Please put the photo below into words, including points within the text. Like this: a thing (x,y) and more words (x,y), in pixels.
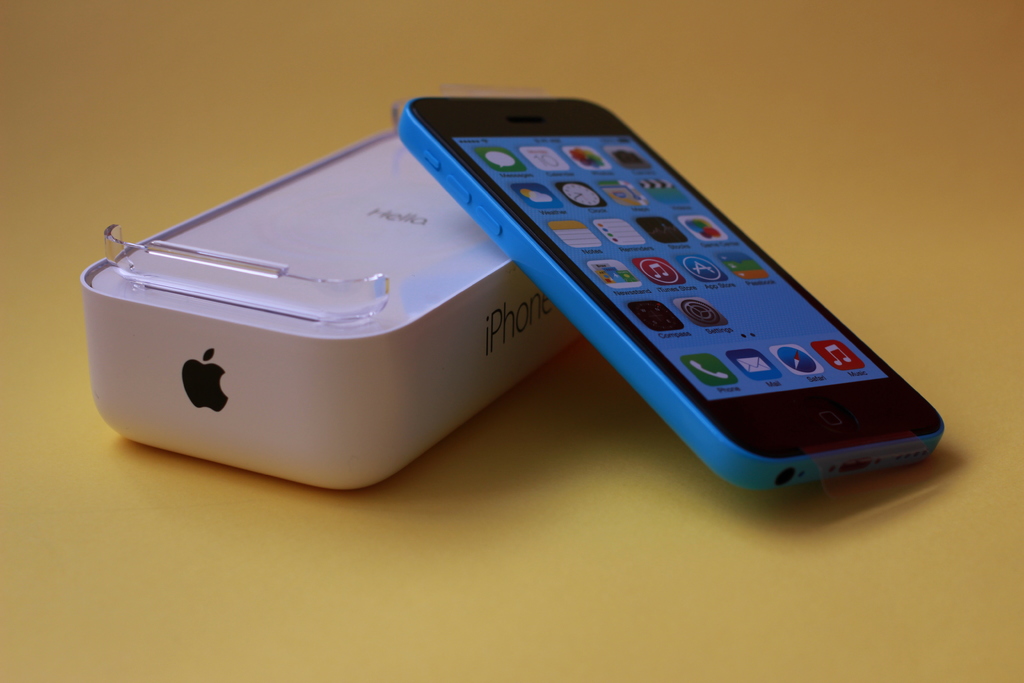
In this image there is a table (408,567) with an iPhone (600,198) and an iPhone box (334,328) on it.
